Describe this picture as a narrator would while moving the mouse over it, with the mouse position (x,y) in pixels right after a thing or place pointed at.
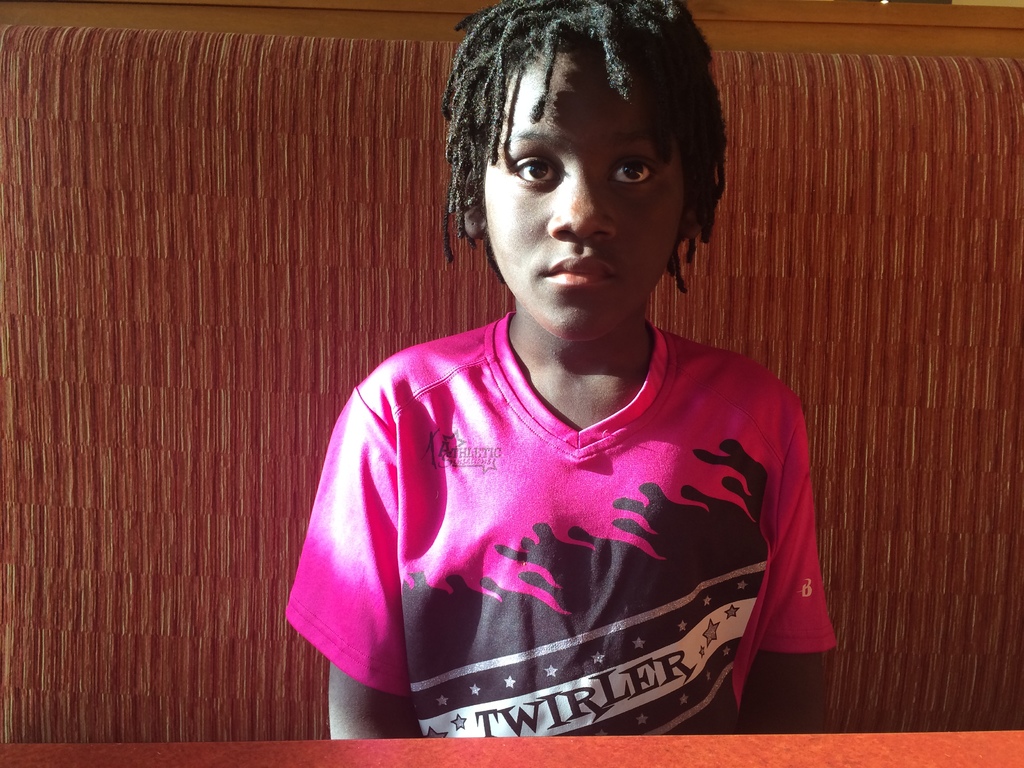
In this picture we can see a kid (447,397), and the kid (395,458) wore a pink color t-shirt (429,451).
